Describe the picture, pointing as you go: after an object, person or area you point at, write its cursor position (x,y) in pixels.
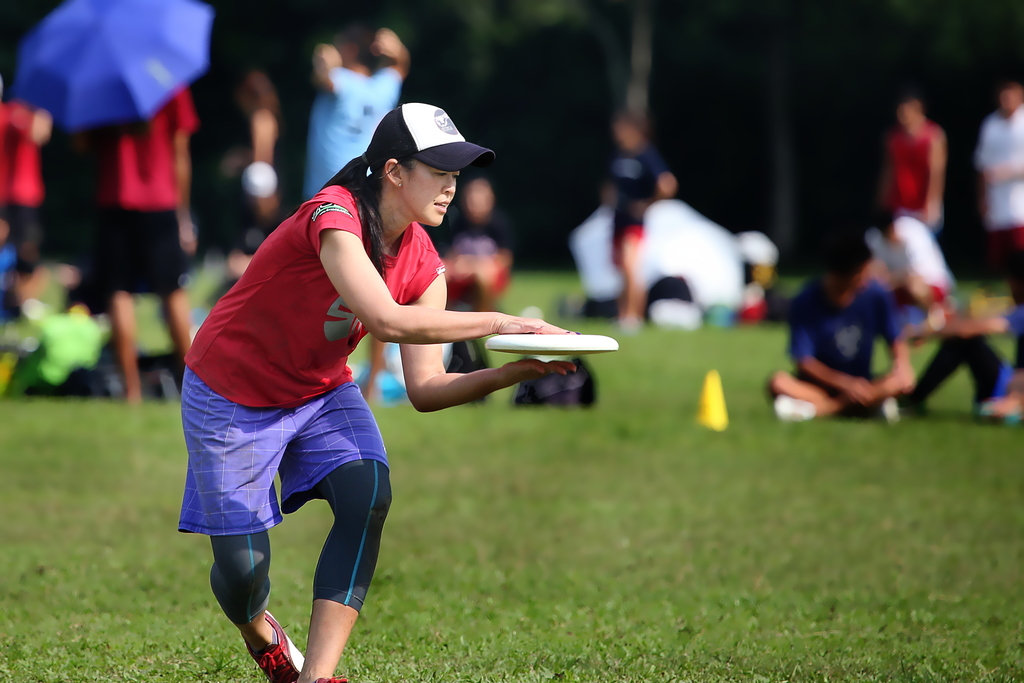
In front of the image woman hands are near the disc (549,345). In the background (730,323) it is blurry and we can see people (497,223), umbrella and grass (662,416).
